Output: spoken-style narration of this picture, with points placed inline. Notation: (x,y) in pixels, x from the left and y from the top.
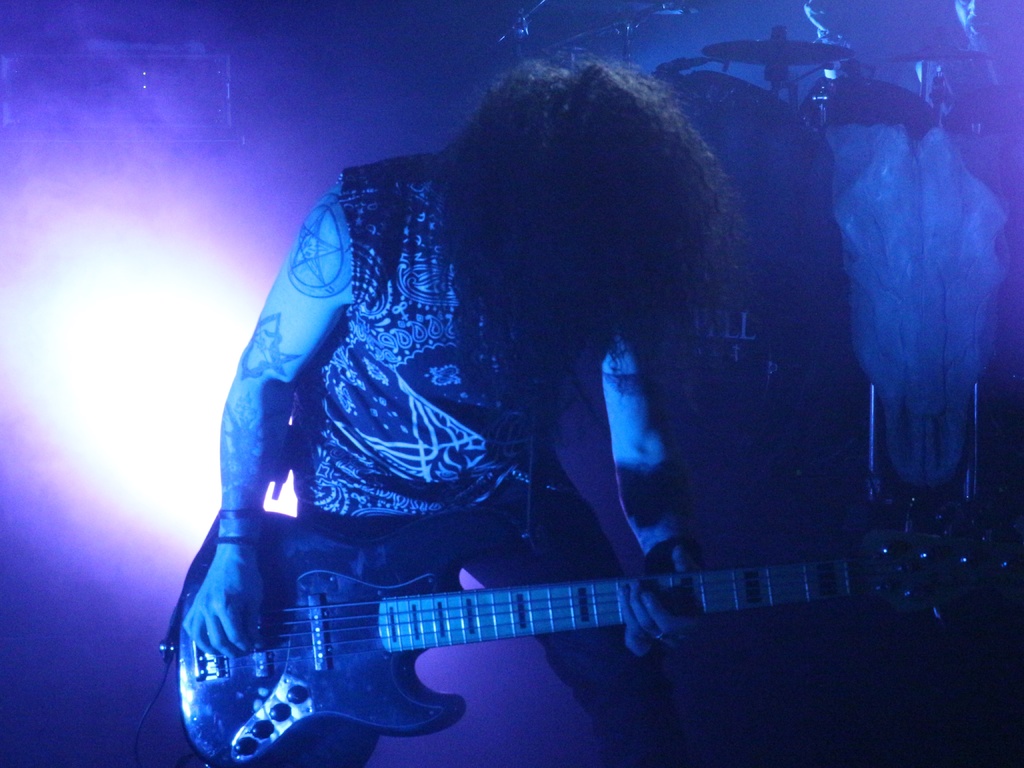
In this image there is a person (363,502) standing and playing a guitar (540,602), and the background there are drums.
